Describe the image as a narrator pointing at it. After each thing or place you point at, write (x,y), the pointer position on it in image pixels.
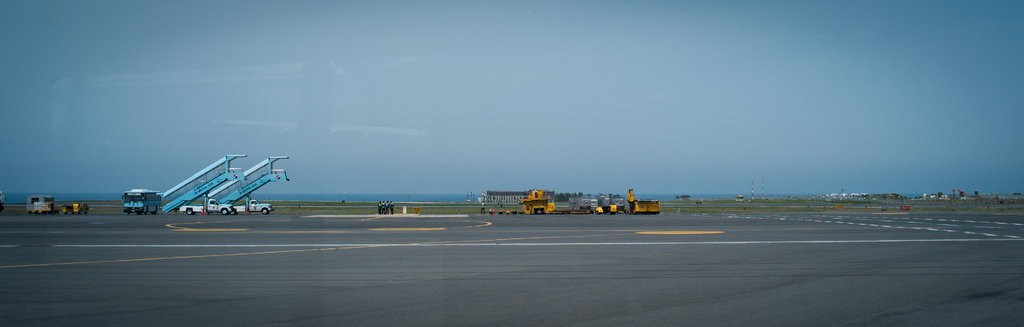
In this image I can see few people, few vehicles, few poles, trees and few objects (609,202) on the road (586,240). The sky (406,76) is in blue color.
